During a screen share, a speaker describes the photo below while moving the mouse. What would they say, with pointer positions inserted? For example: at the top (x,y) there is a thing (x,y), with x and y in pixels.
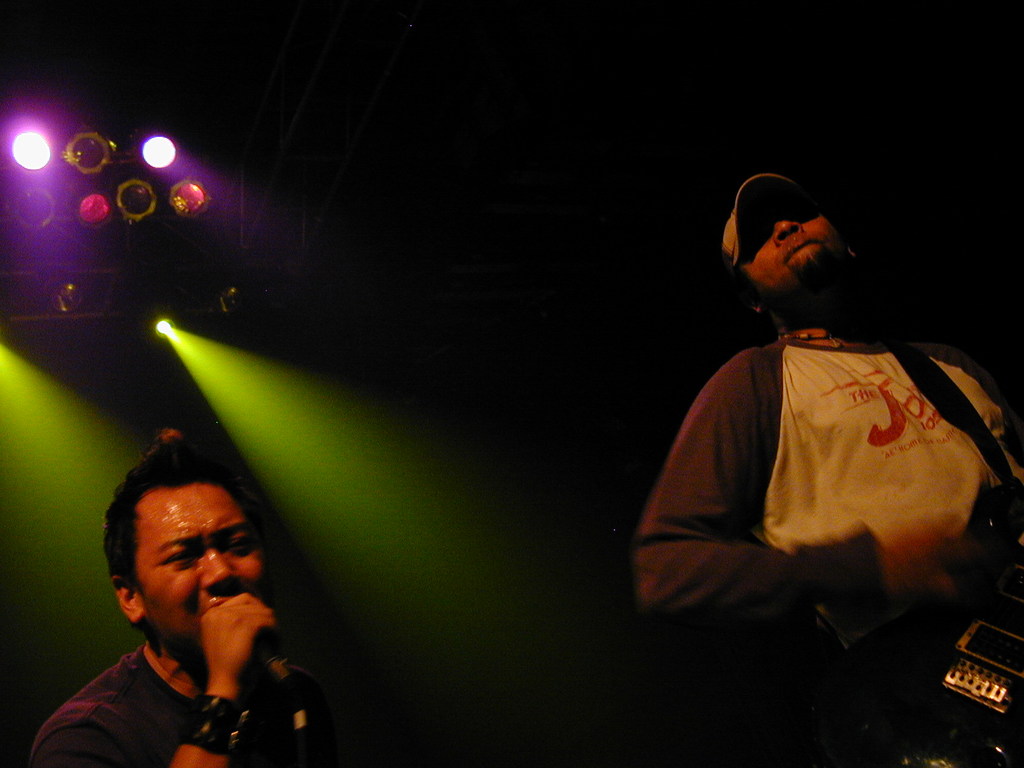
There are two musicians (173,536) in this image. A person (869,491) at the right side (889,536) is holding a musical instrument (979,672) in his hand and wearing hat (748,219). The man (227,659) at the left side (180,673) is holding a mic (258,646) in his hand (240,664). In the background (153,204) there are spotlights (179,205).
